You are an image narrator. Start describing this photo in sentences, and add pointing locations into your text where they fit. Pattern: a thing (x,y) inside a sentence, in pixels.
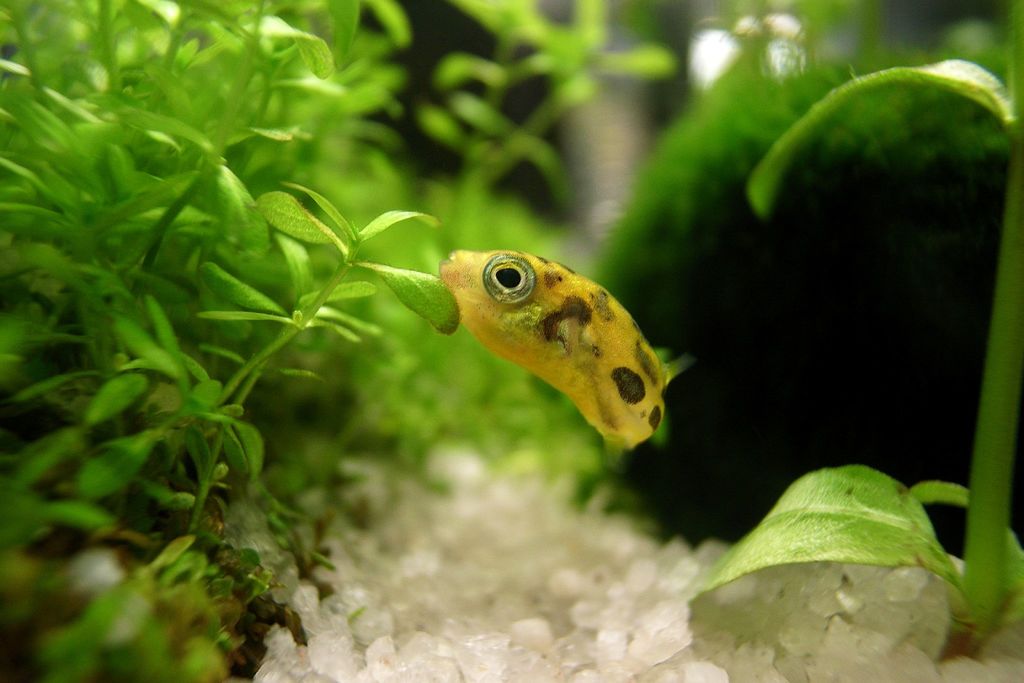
In the image we can see there is a fish (553,353) in the water (496,372) and there are plants (381,158).
